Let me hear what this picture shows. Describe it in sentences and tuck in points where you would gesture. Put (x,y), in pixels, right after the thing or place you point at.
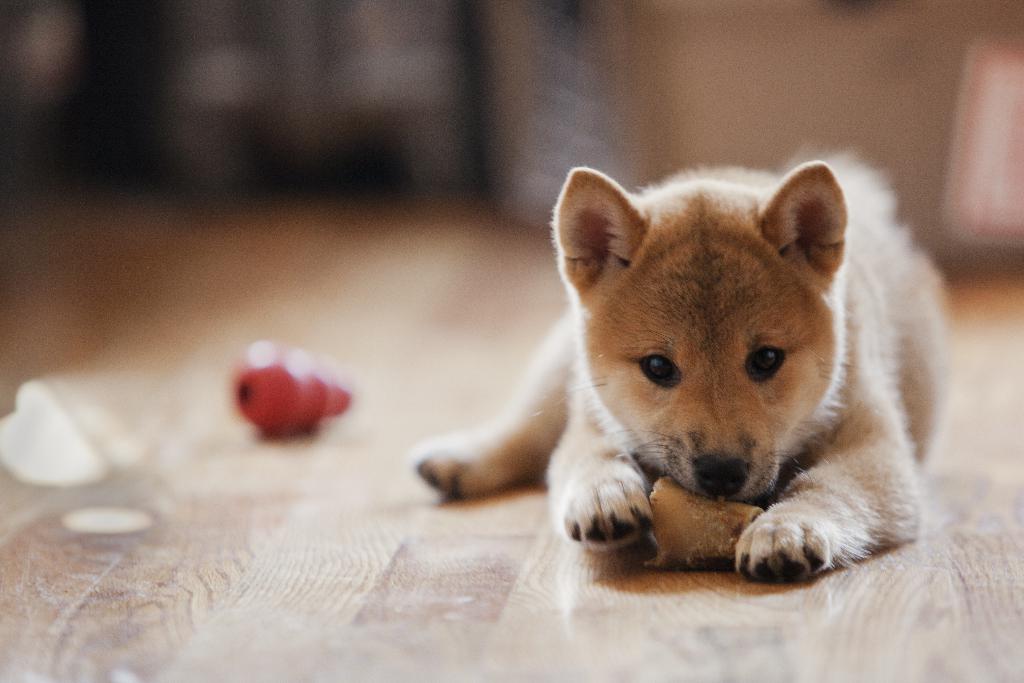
In this image we can see a dog (708,451) is eating food (673,524). This is wooden floor (389,527). Background (739,83) it is blur.
